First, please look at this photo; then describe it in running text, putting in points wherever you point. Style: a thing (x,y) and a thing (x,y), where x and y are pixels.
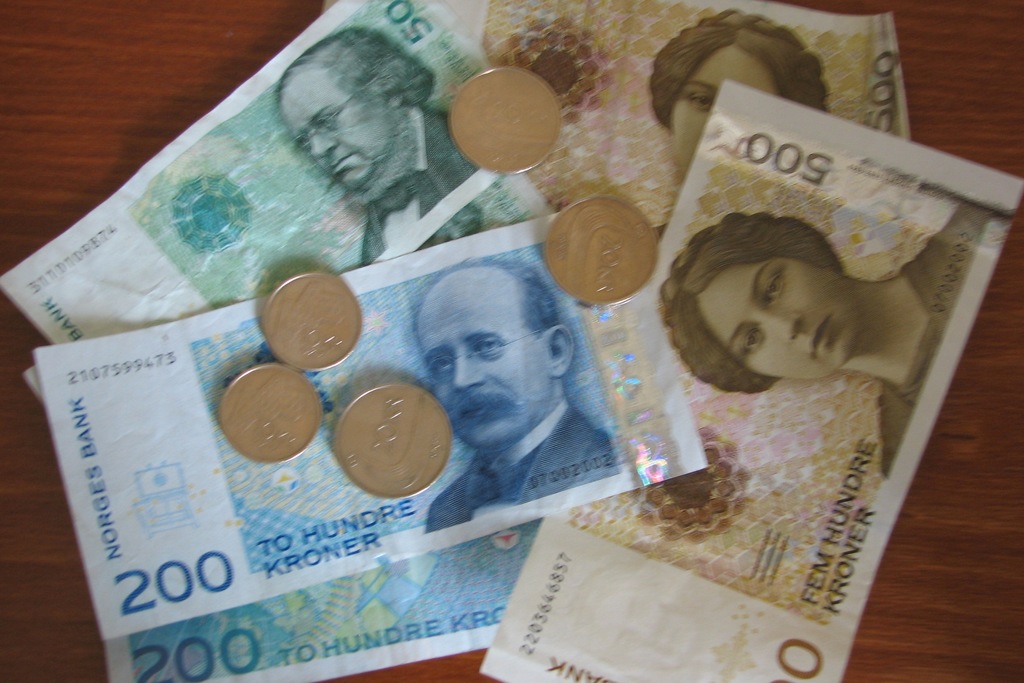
There are coins (284,385) and currency notes (73,258) on a table (10,677).
